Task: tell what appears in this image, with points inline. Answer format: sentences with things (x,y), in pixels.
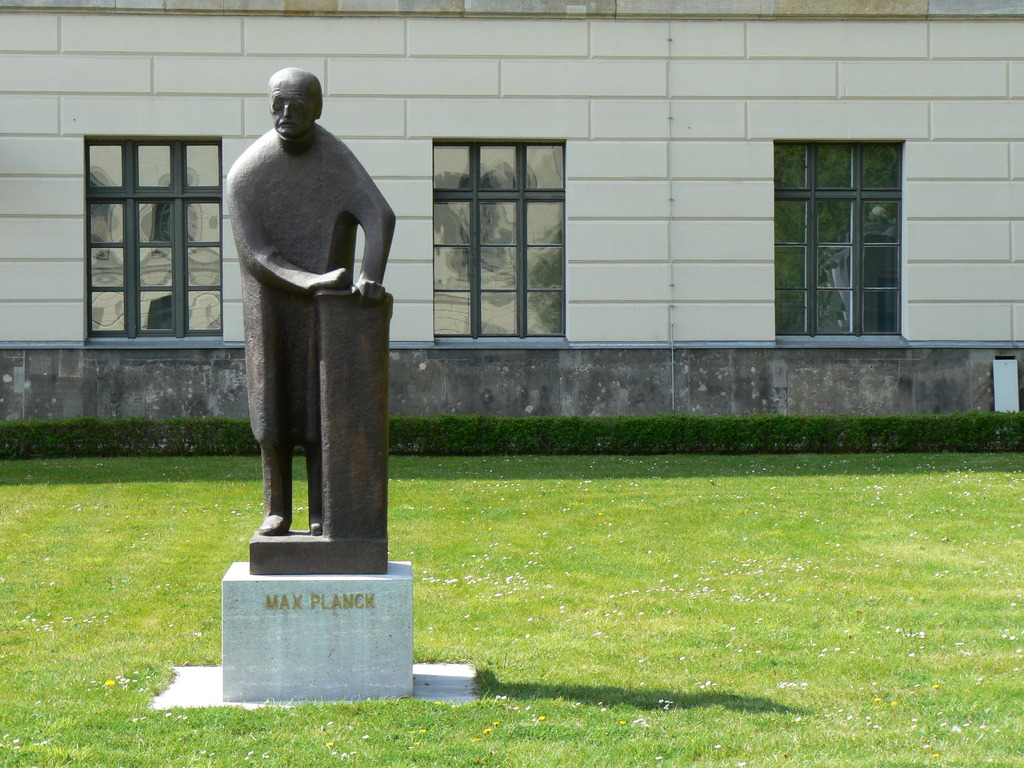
In this picture I can see the statue (348,432). I can see the glass windows (436,172). I can see green grass (595,567).
